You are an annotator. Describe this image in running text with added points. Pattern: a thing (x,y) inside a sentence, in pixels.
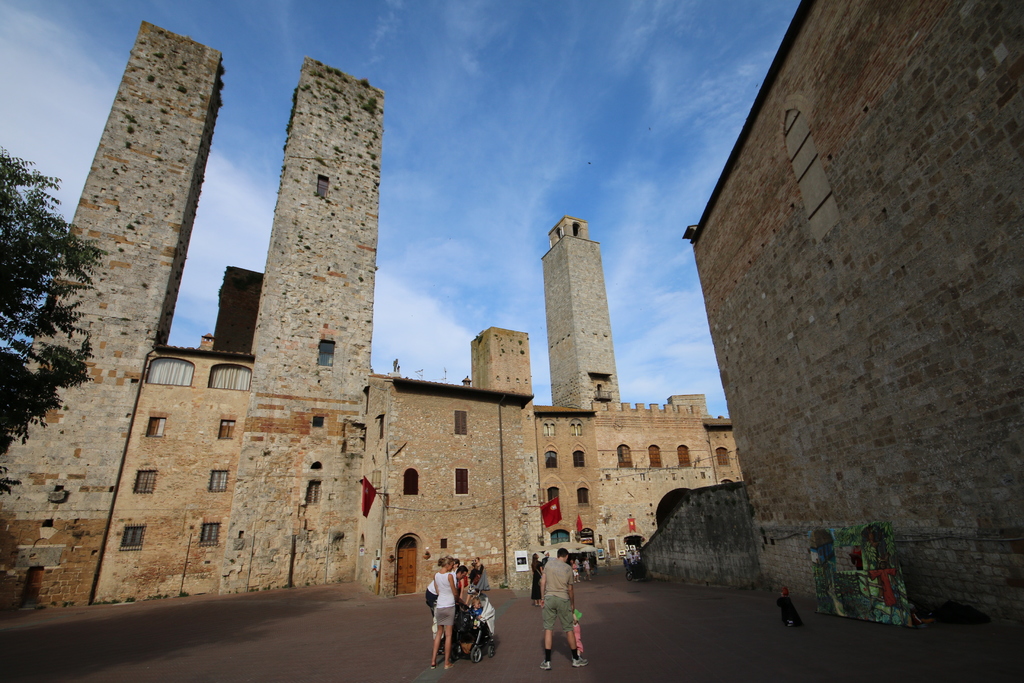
In this image I can see group of people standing on the road (611,644). Background (182,461) I can see few buildings (241,455) in brown color and few flags (365,496) in red color, trees (23,240) in green color and sky (388,261) in blue color.
